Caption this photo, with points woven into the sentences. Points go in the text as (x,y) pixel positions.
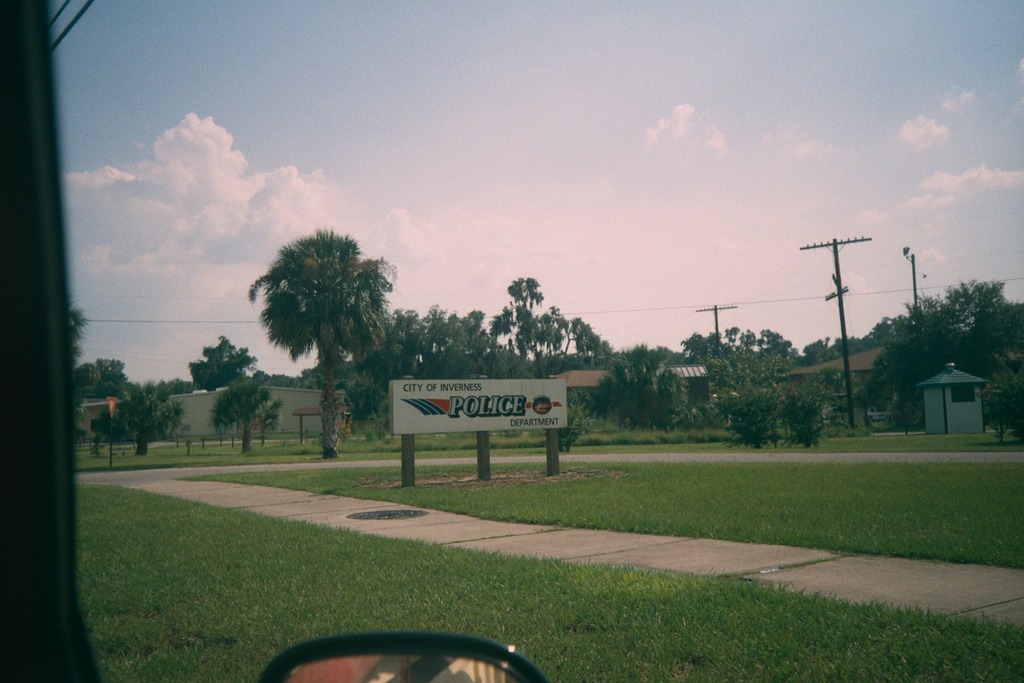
In this picture I can see a mirror (316,667) in front (322,648) and in the middle of this picture (467,349) I can see the grass (89,558), number of trees (510,350), few buildings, poles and a board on which there is something written. In the background (67,155) I can see the sky (584,179) and I can also see the path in the center of this picture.
